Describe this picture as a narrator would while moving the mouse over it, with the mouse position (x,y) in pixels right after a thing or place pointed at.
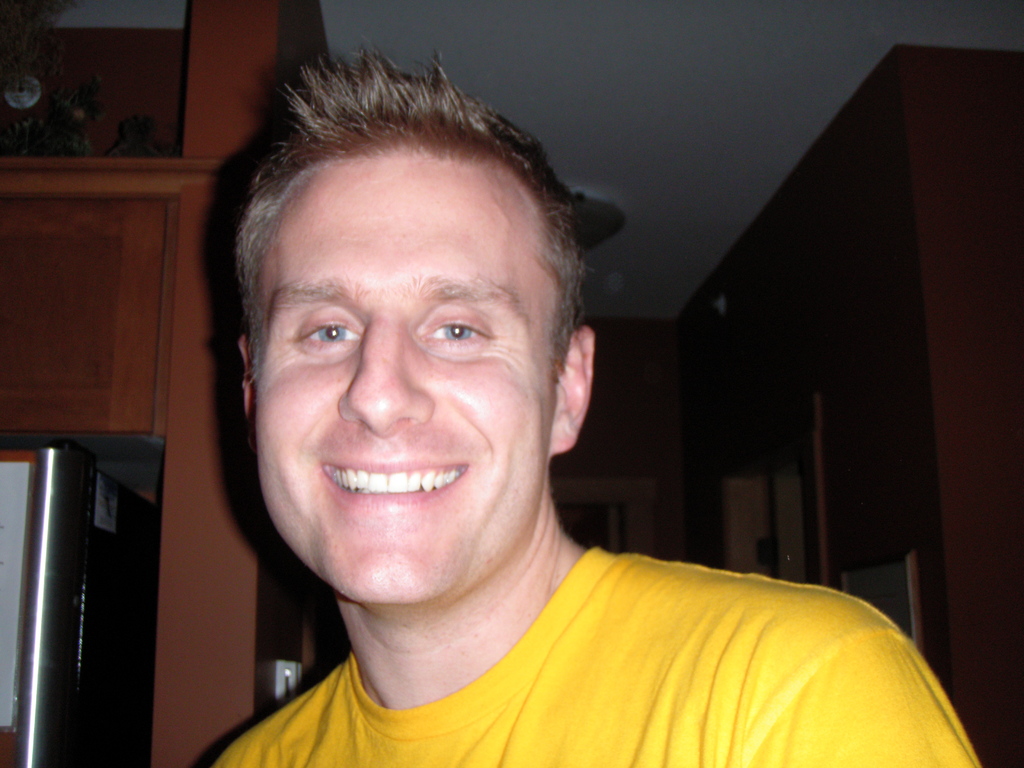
In the picture we can see a man (694,739) with yellow T-shirt (932,716) and funky hairstyle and he is smiling and behind him we can see a part of the refrigerator (75,750) and to the ceiling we can see the light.
